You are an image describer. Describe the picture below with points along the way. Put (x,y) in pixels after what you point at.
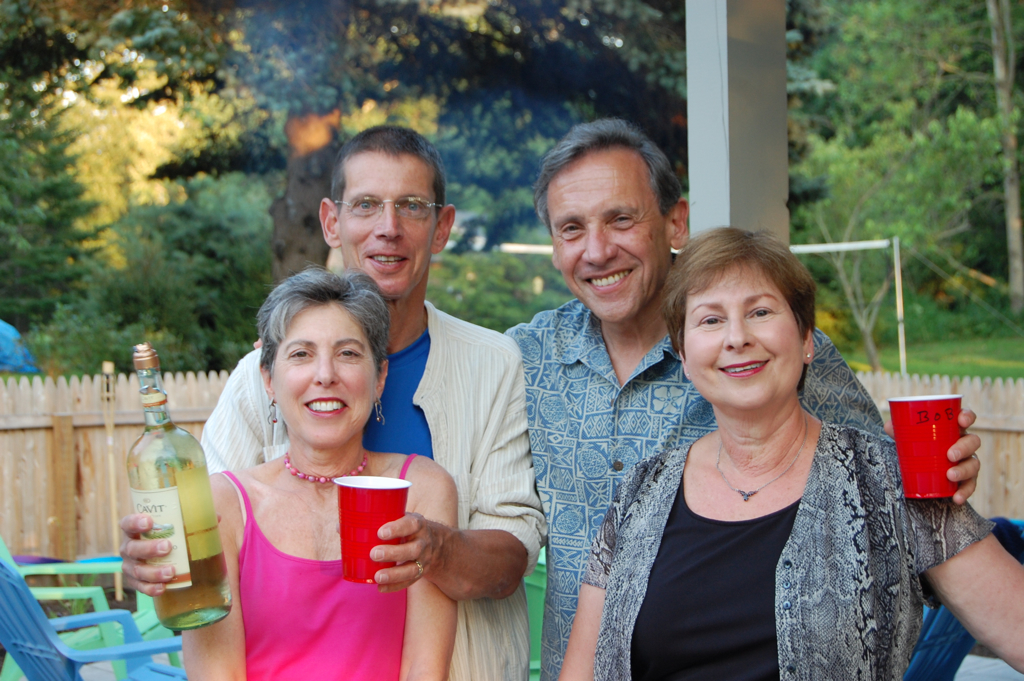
This picture is clicked outside. In the foreground (626,592) we can see the two women (318,643) wearing t-shirts (660,565), smiling and standing, behind them we can see the two men (611,383) holding some objects (385,494), smiling and standing. In the background (470,286) we can see the trees (1012,182), plants (912,285), green grass (955,348), pillar (757,3), wooden fence (91,416) and some chairs (74,625).
